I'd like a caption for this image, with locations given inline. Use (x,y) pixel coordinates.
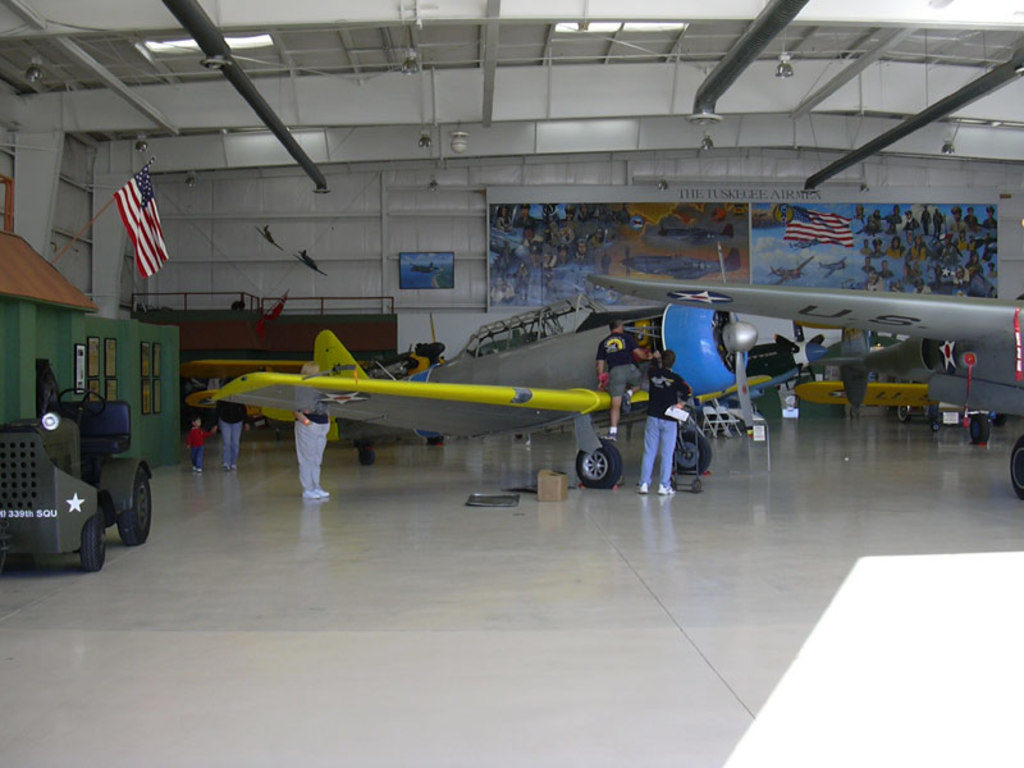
In this image we can see airplanes (585,375) and people (317,445) on the floor (417,590). In the background (412,271), we can see a banner (570,232) and a monitor (412,258) on the wall (362,187). At the top of the image (432,35), we can see the roof (331,95). On the left side of the image (94,368), we can see a vehicle (69,529), flag (121,194) and frames (141,366) are attached to the wall (79,341).
